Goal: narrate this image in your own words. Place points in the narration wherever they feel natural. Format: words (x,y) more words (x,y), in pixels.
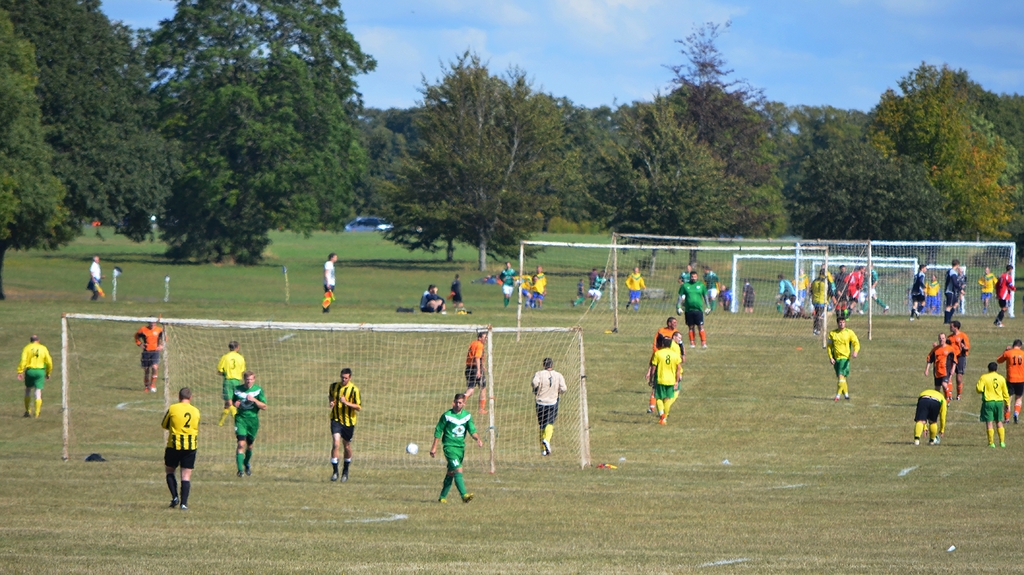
In the center of the image (665,371) we can see some persons (480,355), mesh (519,342), rods (339,329), pole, ball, trees (421,220), car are there. At the top of the image (519,36) clouds (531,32) are present in the sky (585,30). At the bottom of the image (647,514) ground (645,466) is there.
